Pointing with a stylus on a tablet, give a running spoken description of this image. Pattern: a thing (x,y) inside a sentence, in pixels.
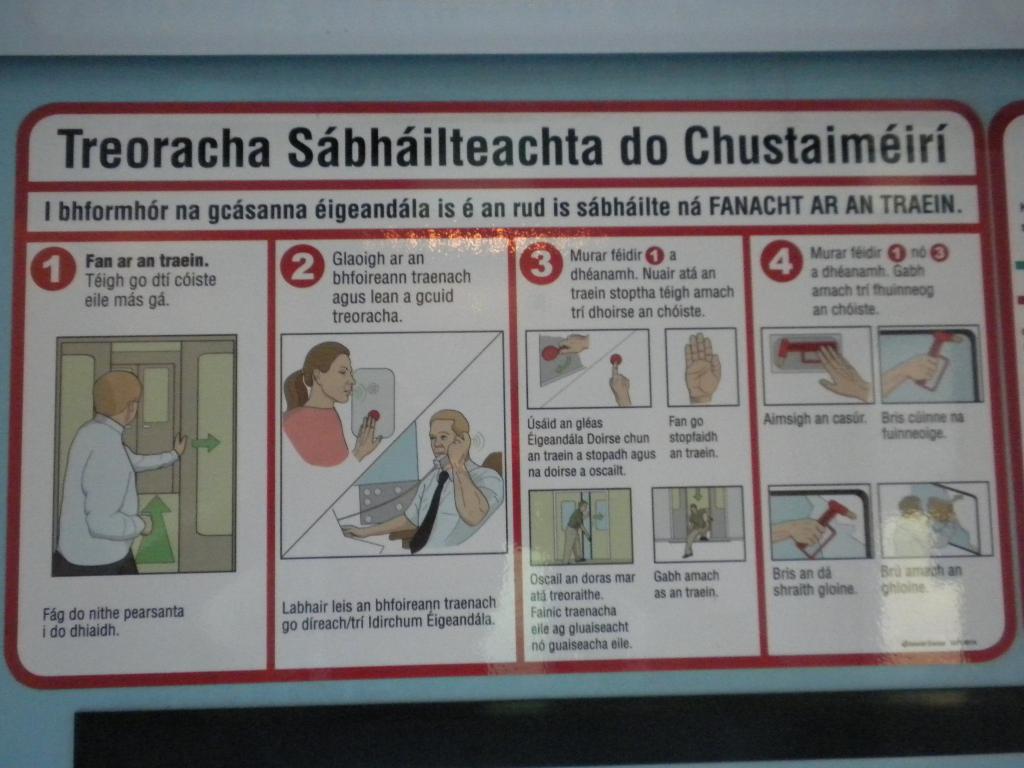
In this picture I can see a wall (120,91) with text (242,212) and few cartoon pictures (437,499).
